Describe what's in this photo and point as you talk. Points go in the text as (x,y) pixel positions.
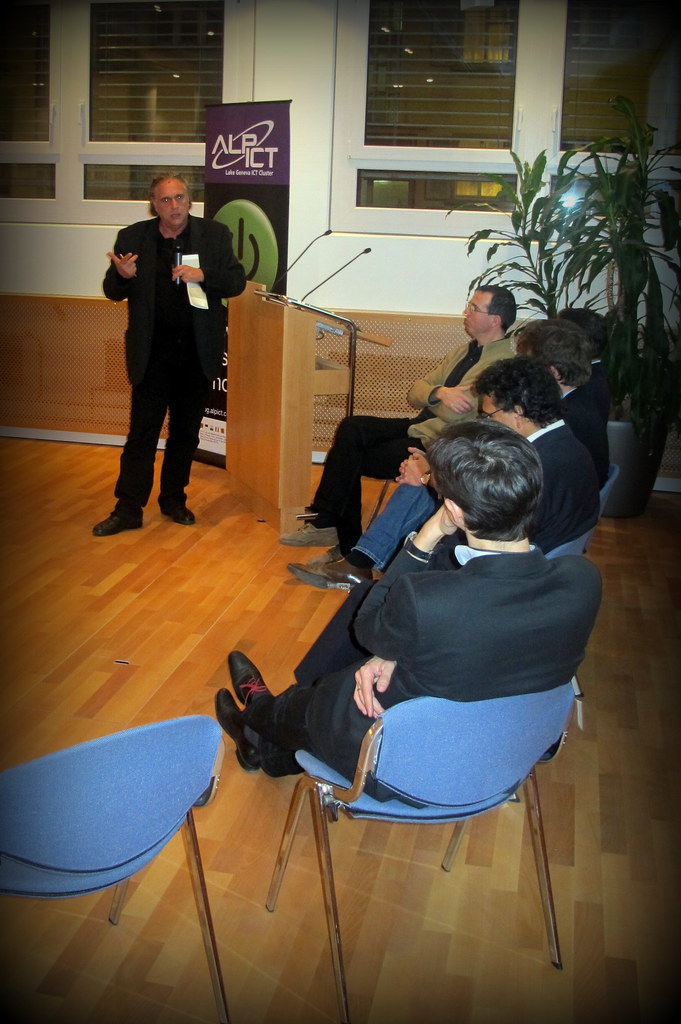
In this image, we can see persons (487,579) wearing clothes (395,491) and sitting on chairs (427,752). There is a person (150,392) standing in front of the podium (245,359). There is a banner (229,212) in front of windows (338,176). There are plants (622,273) on the right side of the image (637,435). There is a chair (103,815) in the bottom left of the image (137,818).
